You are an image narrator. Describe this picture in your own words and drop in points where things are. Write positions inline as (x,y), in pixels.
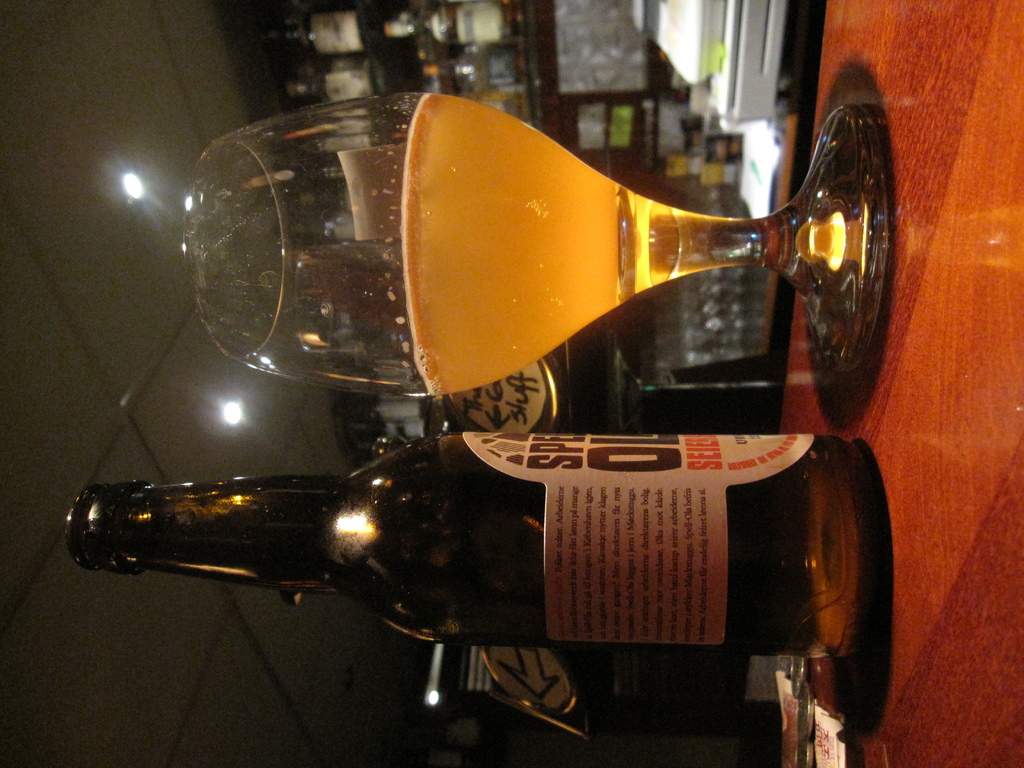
In this image we can see a bottle (637,535) and a glass (569,242) placed on the surface (972,359). At the bottom of the image (834,728) we can see some currency (836,751). In the background (506,655), we can see some bottles (426,14), a device (723,6) placed on racks (663,319) and a sign board (525,392) with some text (516,403). In the left side of the image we can see some lights (231,405).
